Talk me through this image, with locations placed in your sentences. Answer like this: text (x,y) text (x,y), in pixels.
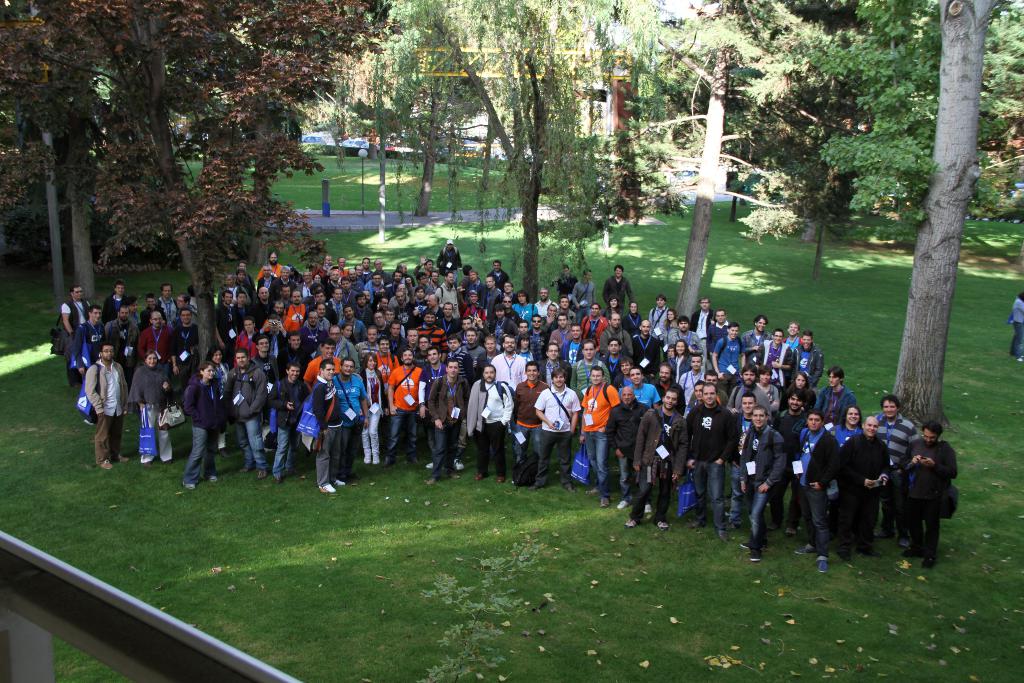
This is an outside view. Here I can see the grass (406,613) on the ground (648,527). In the middle of the image (502,387) I can see a crowd of people (322,448) standing and giving pose for the picture. In the background (432,159) there are many trees (117,183) and also I can see few vehicles (343,142). In the bottom left (85,621) there is a metal object (104,617) which seems to be a railing (54,575).
